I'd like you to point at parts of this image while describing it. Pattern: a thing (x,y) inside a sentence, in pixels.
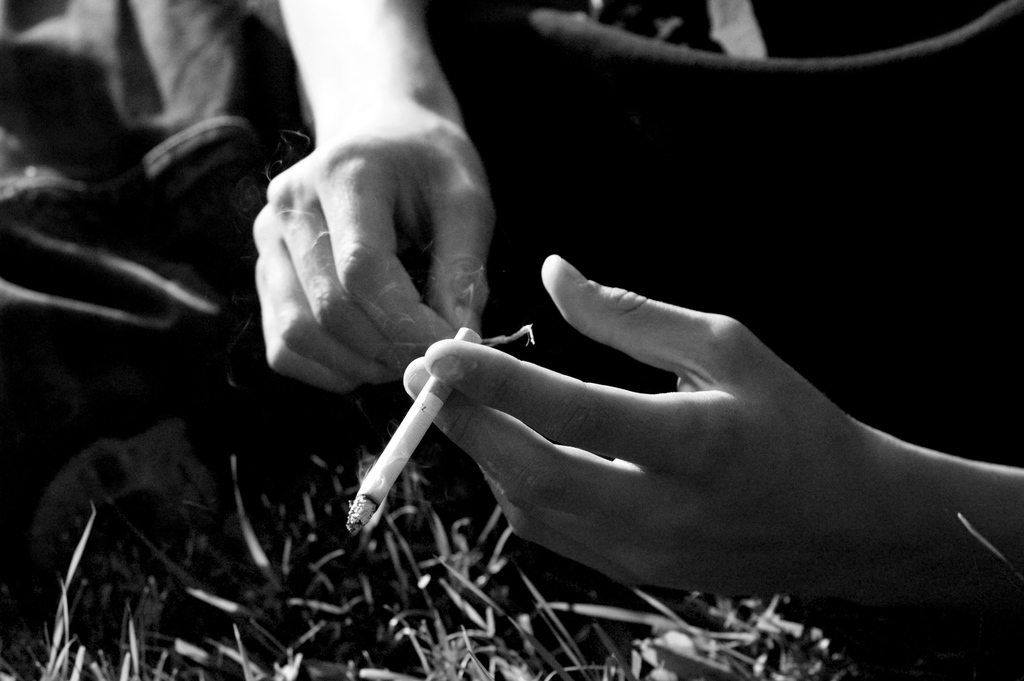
This is a black and white image. We can see hands (450,252) of a person (418,212). Also holding a cigarette (422,425). At the bottom (246,596) there is grass (421,597).
